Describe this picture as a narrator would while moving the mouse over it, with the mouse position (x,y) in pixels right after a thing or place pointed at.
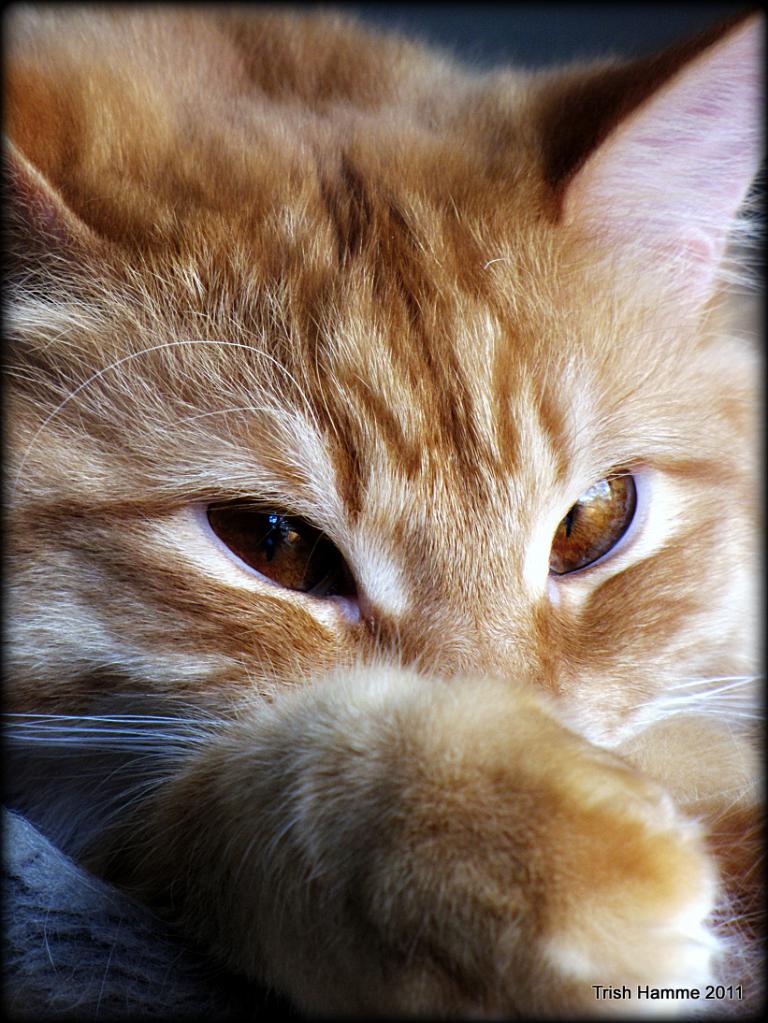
In the image we can see close up picture of a cat (265,269), pale brown and white in color. On the bottom right (683,998) we can see the watermark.
